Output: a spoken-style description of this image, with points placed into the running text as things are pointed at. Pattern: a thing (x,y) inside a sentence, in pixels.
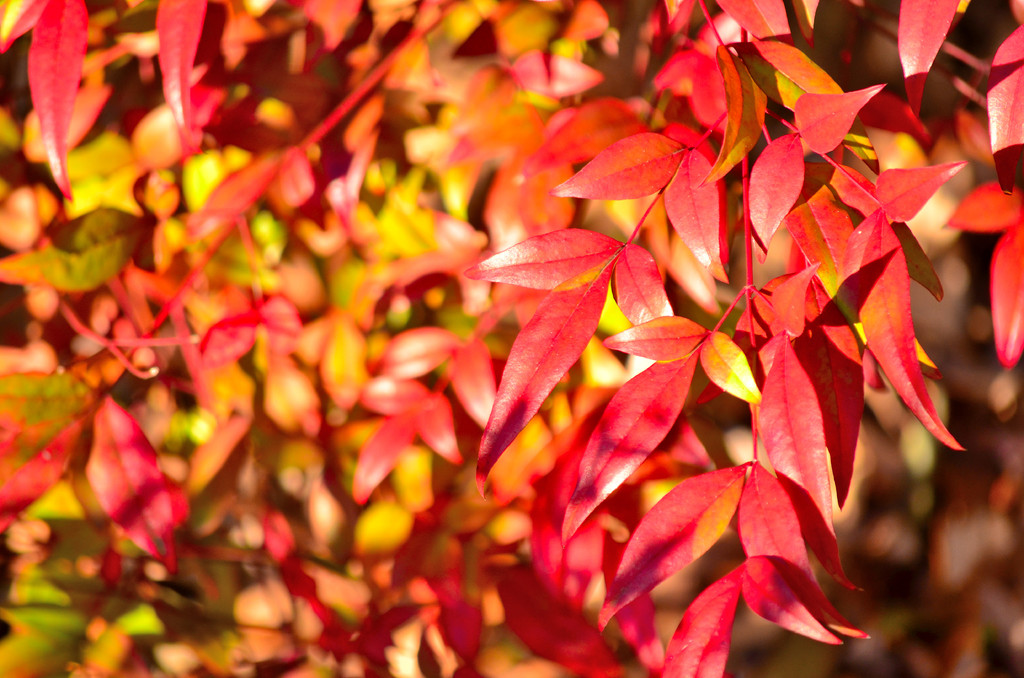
In this image I can see leaves (627,389). These leaves (627,389) are red in color.
